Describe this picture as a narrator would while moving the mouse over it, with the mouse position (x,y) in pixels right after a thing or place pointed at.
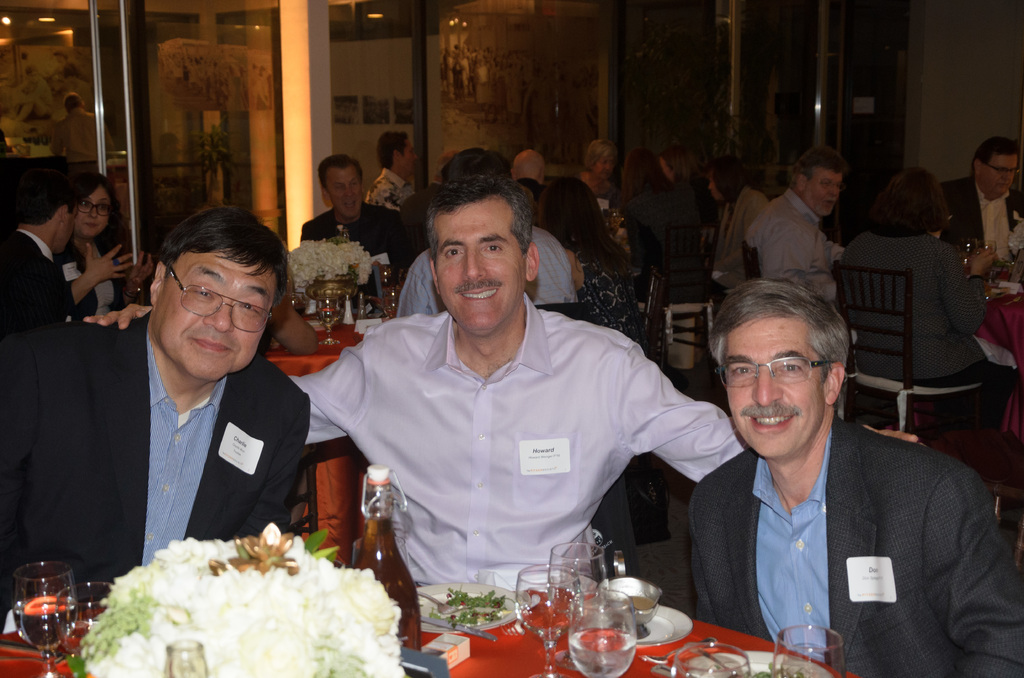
We can see there are three men (851,493) who are sitting in front (139,414) and in front of them there is a table (665,666) and behind them there are lot of people (761,224) sitting.
